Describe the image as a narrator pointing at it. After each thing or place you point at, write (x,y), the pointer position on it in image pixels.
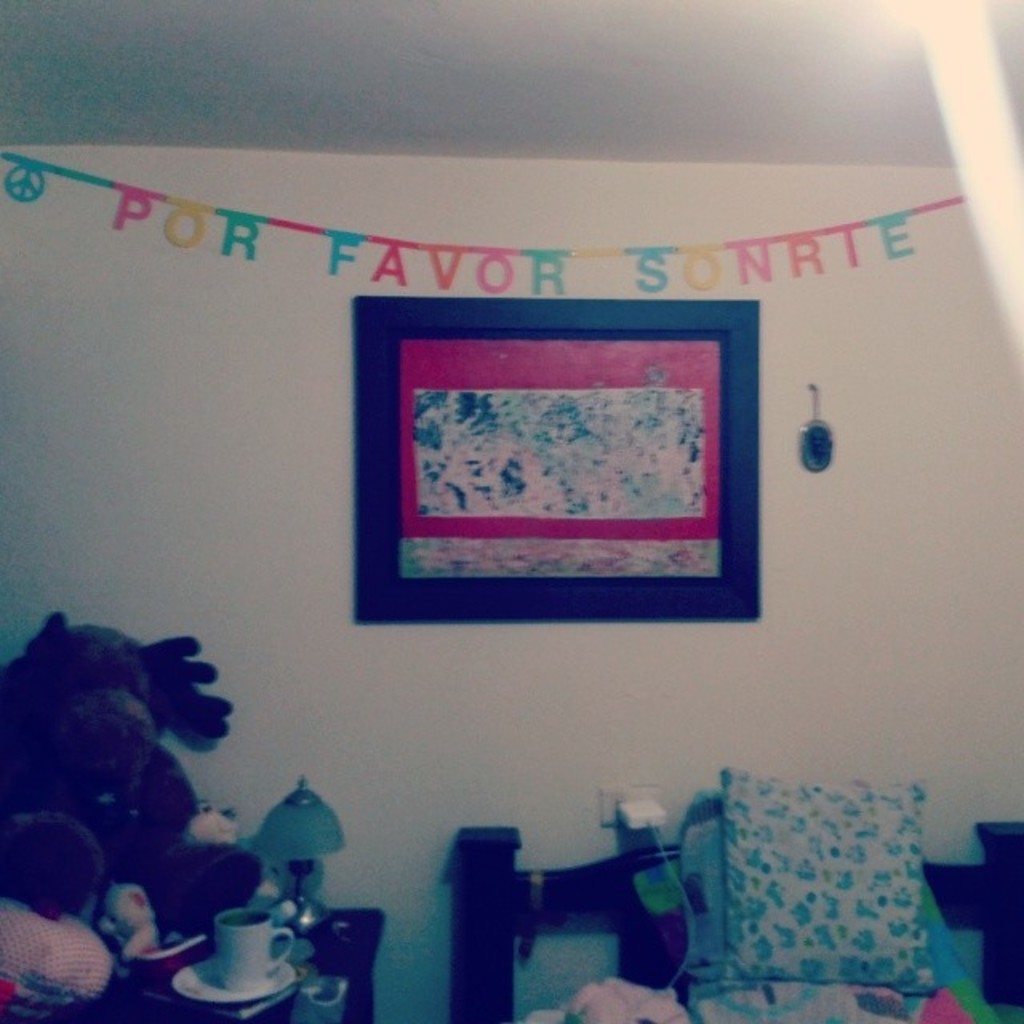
In this image we can see one painting frame (574,403) is attached to the white color wall (866,451) and an alphabetic ribbon (33,169) is hanged. At the bottom of the image (791,962), pillows (816,893) are there on the bed (496,956). At left bottom of the image (300,992) one table (358,971) is there. On table lamp (302,808), cup (265,930), saucer (229,993) and teddy bears (108,827) are there.
